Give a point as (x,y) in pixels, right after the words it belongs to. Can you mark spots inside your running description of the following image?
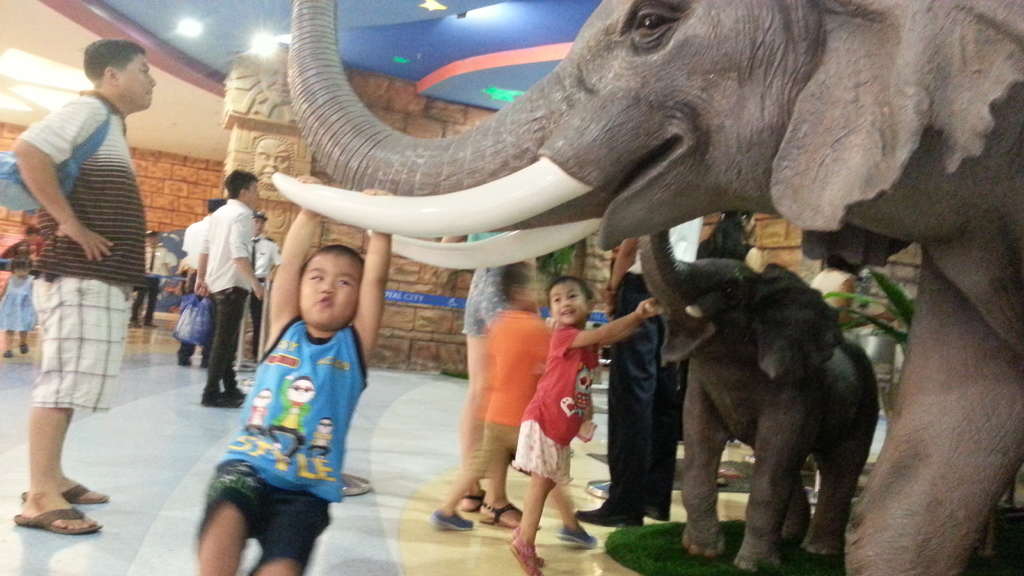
This picture is of inside the hall (379,234). On the right (783,65) there are sculptures (930,180) of elephant (965,317) and a calf (769,332). In the foreground (334,356) we can see the children (525,411) playing. On the left (128,56) there is a man (93,75) wearing a bag (63,171) and standing. In the background (284,199) we can see the roof (463,19), ceiling lights (194,32), brick wall (396,105) and group of persons (212,249) standing.
